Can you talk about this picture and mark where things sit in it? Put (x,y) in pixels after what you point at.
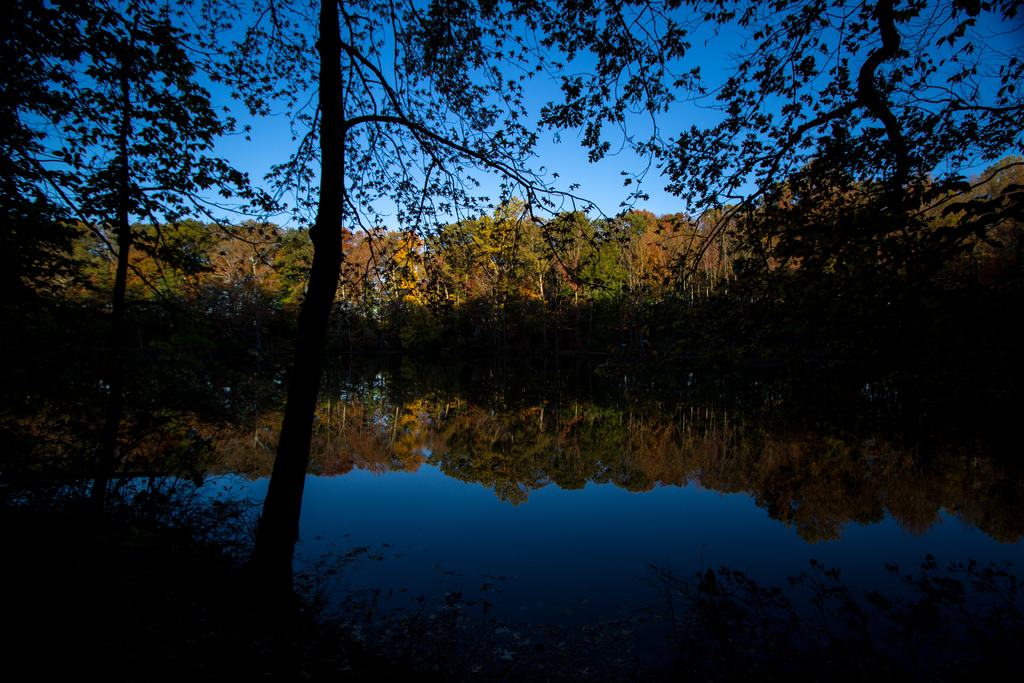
In this image at the bottom (677,516) there is a river (681,436) and some plants (185,555), in the background (945,241) there are some trees (932,241) and at the top of the image (450,152) there is sky (469,193).
